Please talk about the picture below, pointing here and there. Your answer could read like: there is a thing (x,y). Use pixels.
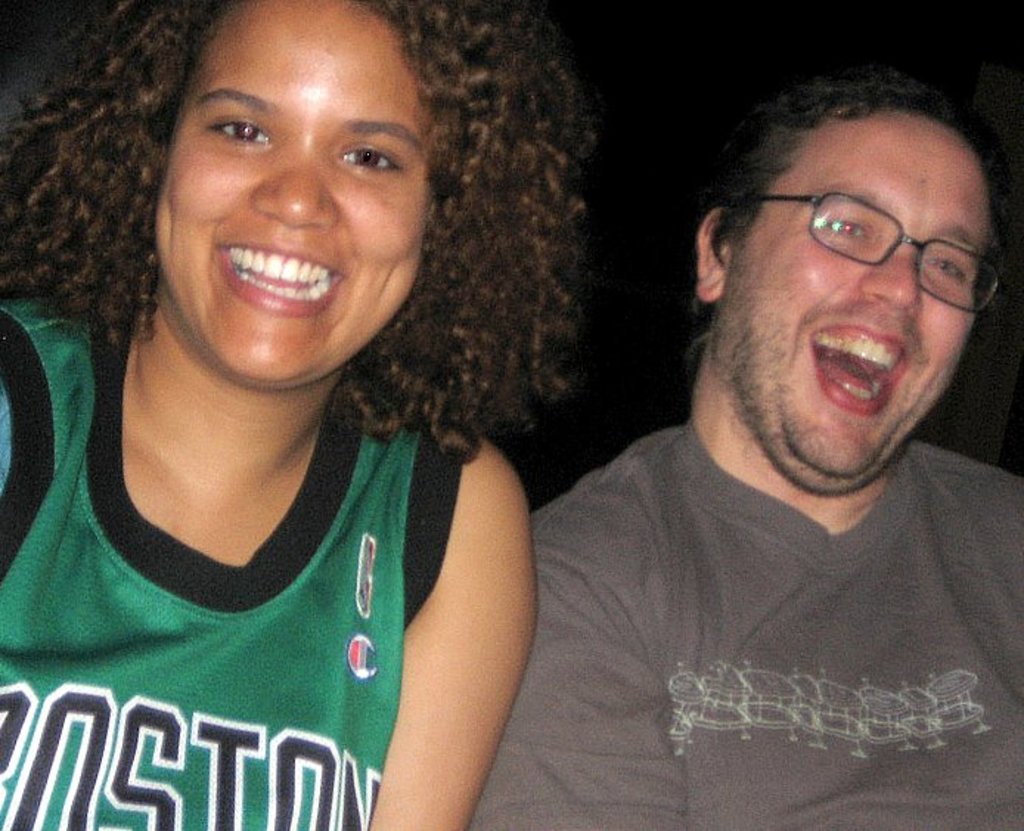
In this picture, we see a woman (487,568) and a man (901,625) are smiling and they are posing for the photo. The man (682,498) on the right side (940,340) is wearing the spectacles (872,259). In the background (664,267), it is black in color. This picture might be clicked in the dark.
